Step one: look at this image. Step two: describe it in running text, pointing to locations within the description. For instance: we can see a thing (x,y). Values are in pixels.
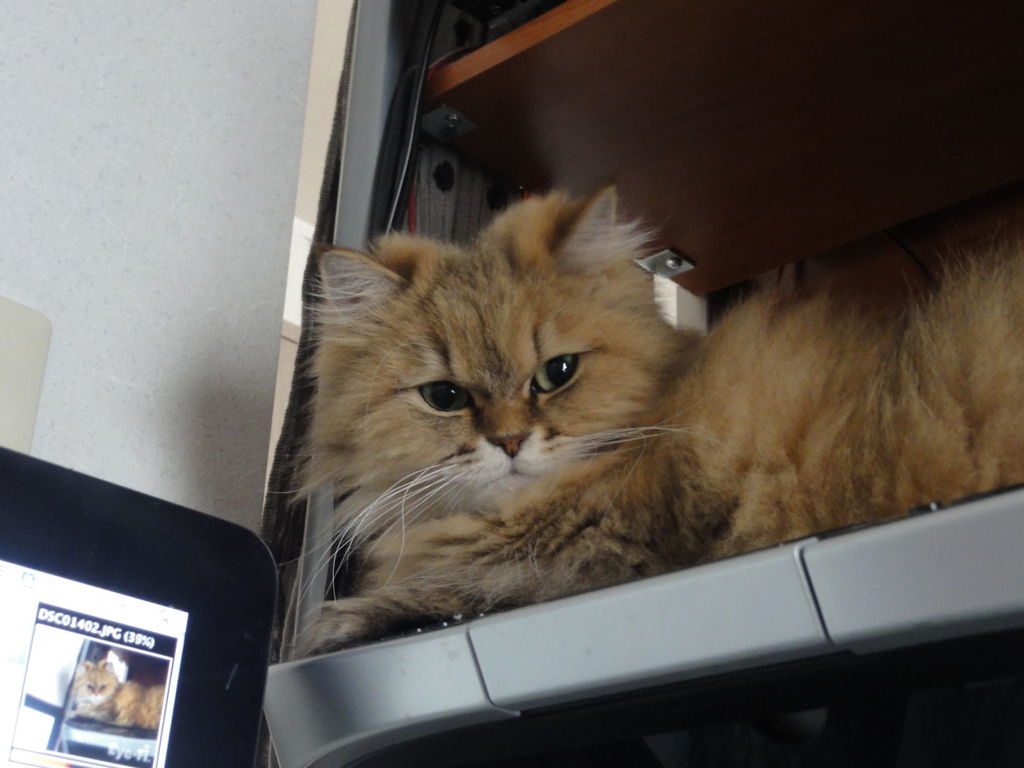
In this image, on the right side (911,445), we can see a cat (865,429) lying on the shelf (724,628). On the left side (171,532), we can see a screen (71,652). In the background (97,212), we can see a wall (183,290).
